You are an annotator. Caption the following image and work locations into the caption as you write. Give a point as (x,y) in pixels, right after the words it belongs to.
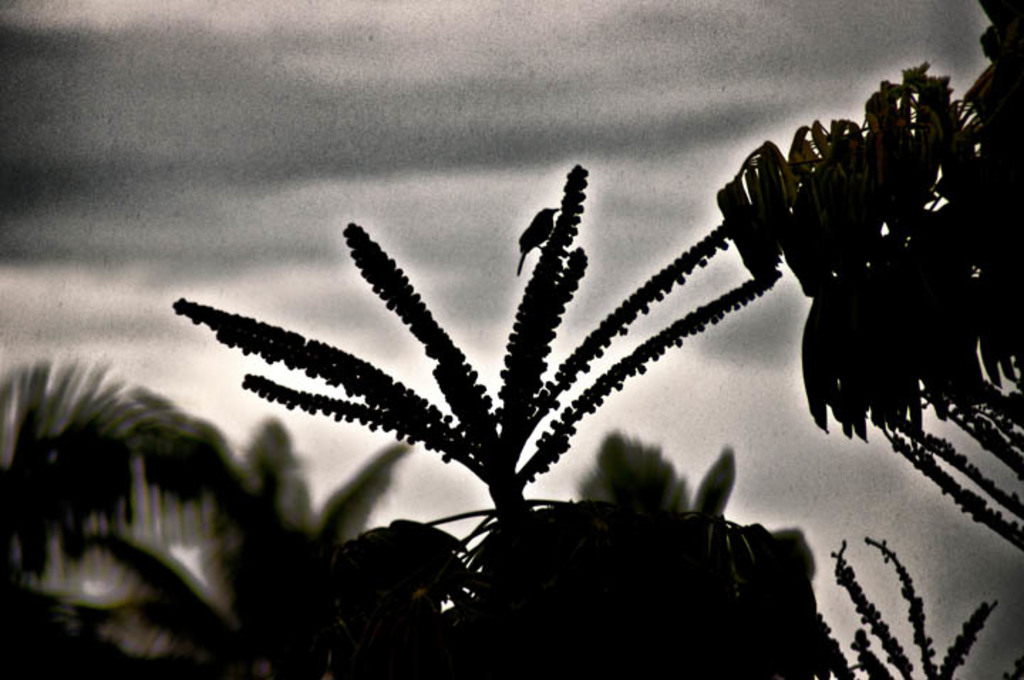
It is a black and white image, at the bottom (581,524) there are trees (415,398) and at the top (444,126) it is the sky (484,114).
